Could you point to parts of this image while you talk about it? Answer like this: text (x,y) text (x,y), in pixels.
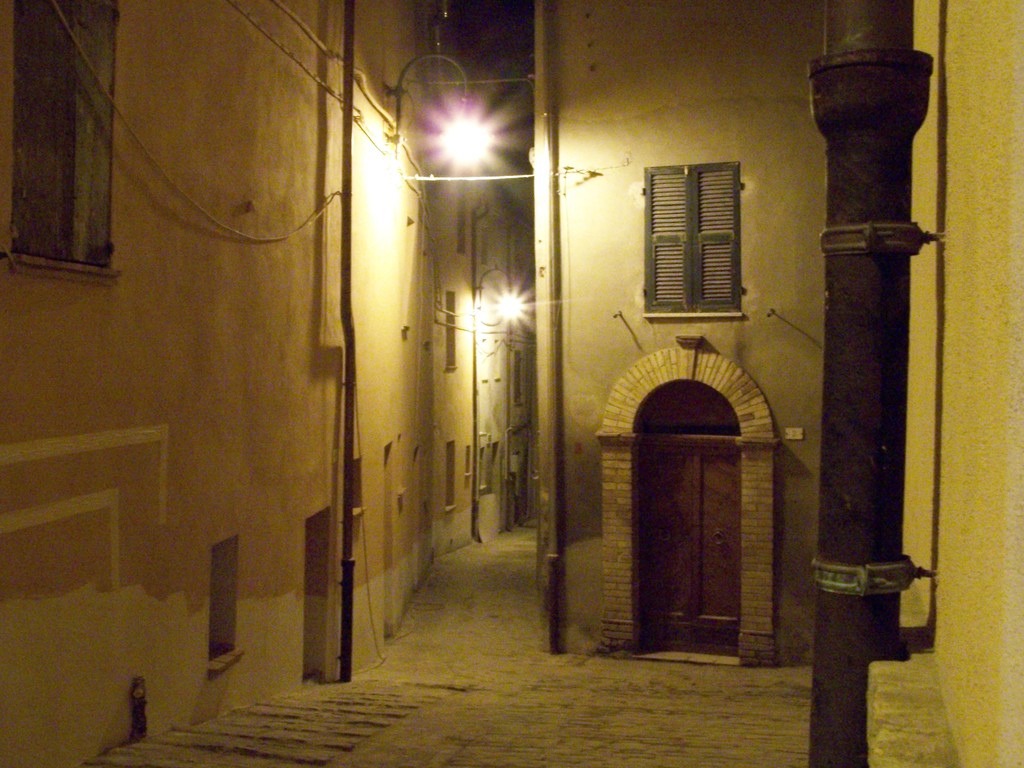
In this image we can see walls (331,305), ropes (245,236), poles (351,532), pipelines (470,257), street poles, street lights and a door (696,532).
